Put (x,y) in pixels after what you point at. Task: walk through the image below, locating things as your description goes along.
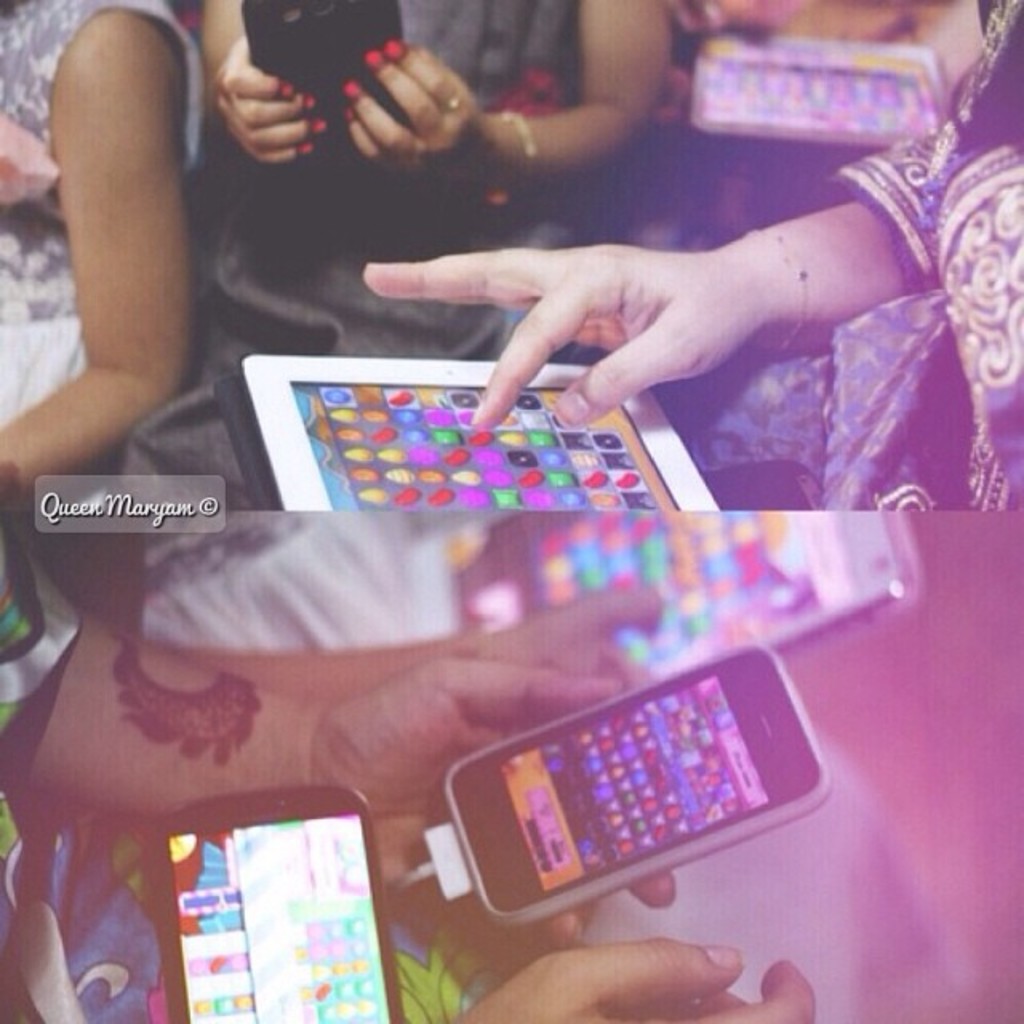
This is the collage of two pictures in which there are some person hand (837,302) in which there are some phones (188,808) and also we can see some things (315,388) displayed on the screens (268,1017).
